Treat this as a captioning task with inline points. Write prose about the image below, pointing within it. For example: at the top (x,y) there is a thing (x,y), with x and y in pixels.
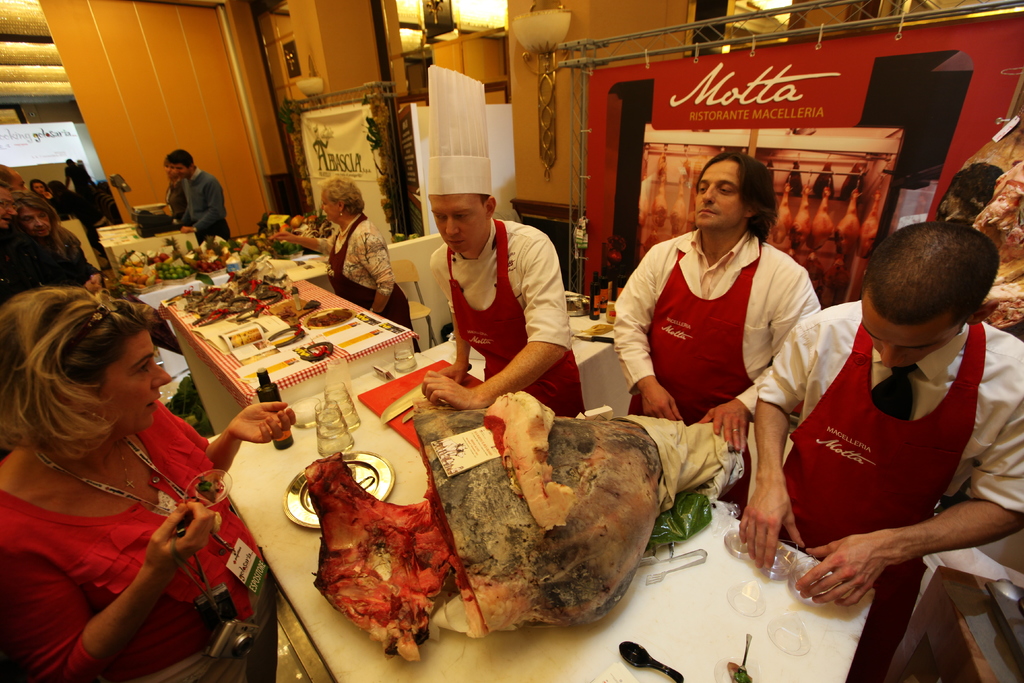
There are people (860,680) standing, this man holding glasses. We can see glasses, bottle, plate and objects (377,399) on table (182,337) and we can see banners (17,162) and lights (40,52). In the background (419,185) we can see banner (415,157) and wall (585,21).
